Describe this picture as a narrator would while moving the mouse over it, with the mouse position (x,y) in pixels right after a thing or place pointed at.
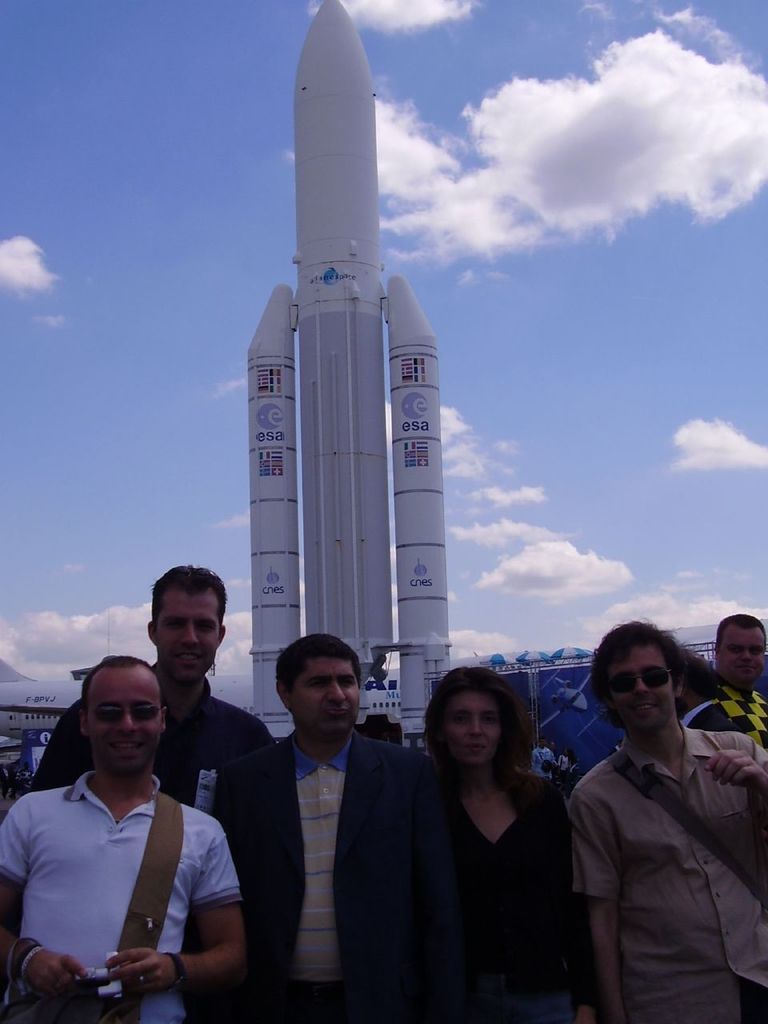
In this image we can see these people (513,839) are standing here. In the background (207,74), we can see an airplane (7,717), rocket (409,727), banners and the blue color sky (132,428) with clouds (143,626).
